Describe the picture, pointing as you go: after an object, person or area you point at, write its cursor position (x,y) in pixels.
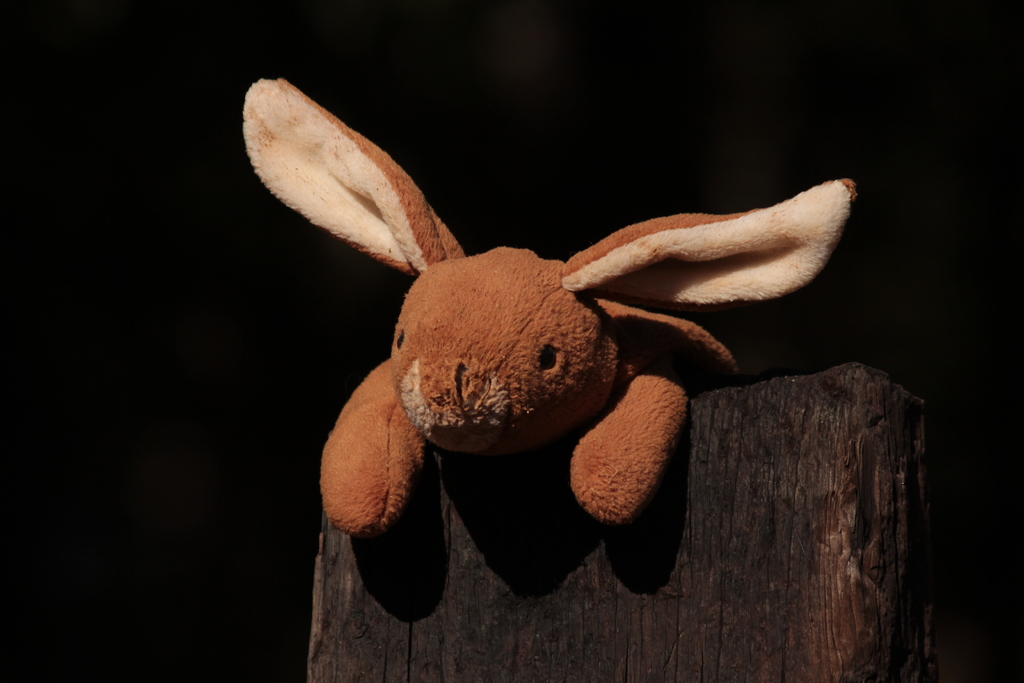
In this image there is a toy (486,412) on the wooden surface (742,542), the wooden surface (579,599) is truncated towards the bottom of the image (432,617), the background of the image (925,100) is dark.
